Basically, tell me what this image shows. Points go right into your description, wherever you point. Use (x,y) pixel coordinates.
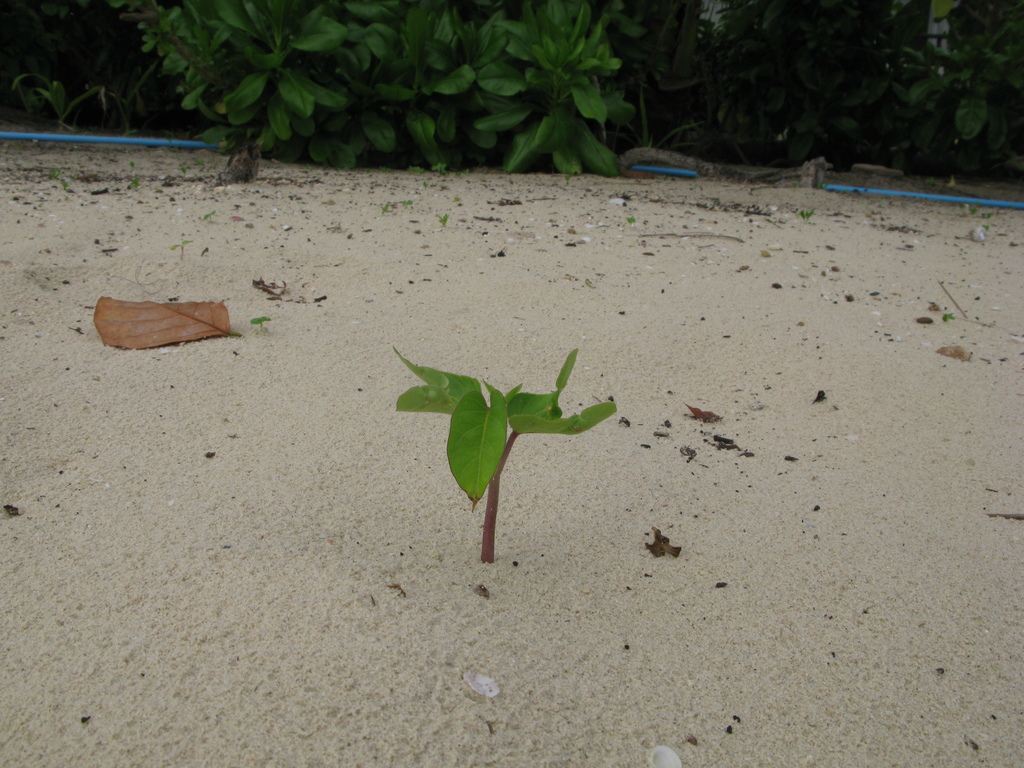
In the image we can see a baby plant (490,446), sand (235,588), dry leaves (169,331), green leaves (280,135) and a pipe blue in color.
